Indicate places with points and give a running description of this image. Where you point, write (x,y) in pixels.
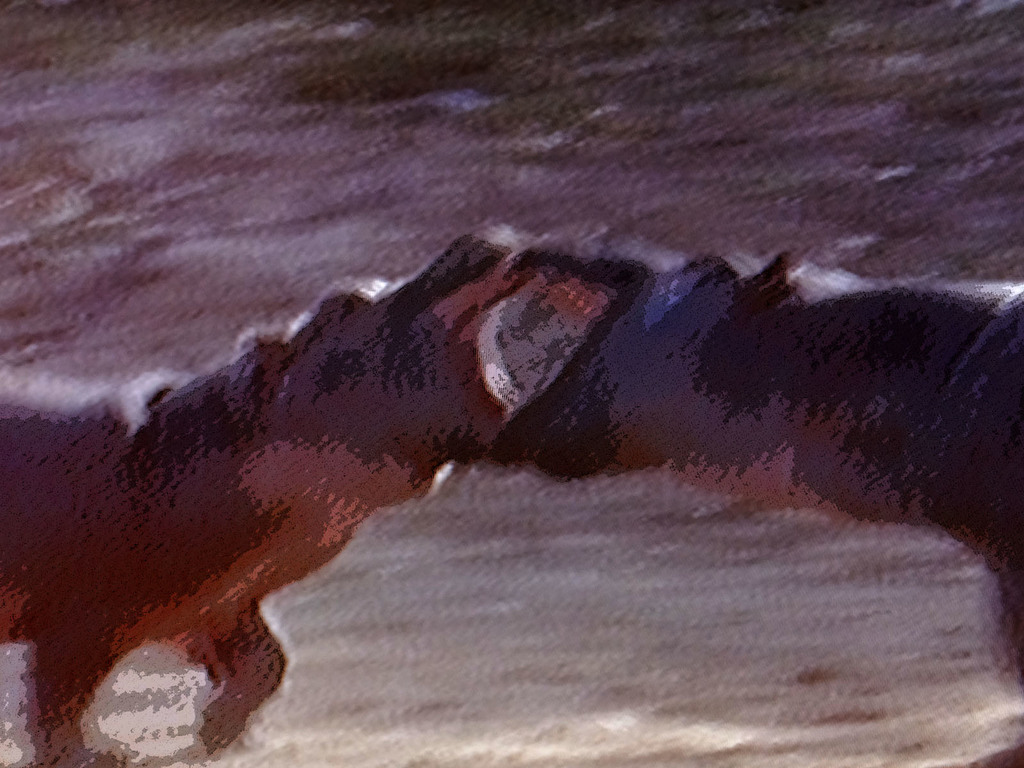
In this image, 2 hippopotamuses (242,495) are fighting with their heads (346,506).
